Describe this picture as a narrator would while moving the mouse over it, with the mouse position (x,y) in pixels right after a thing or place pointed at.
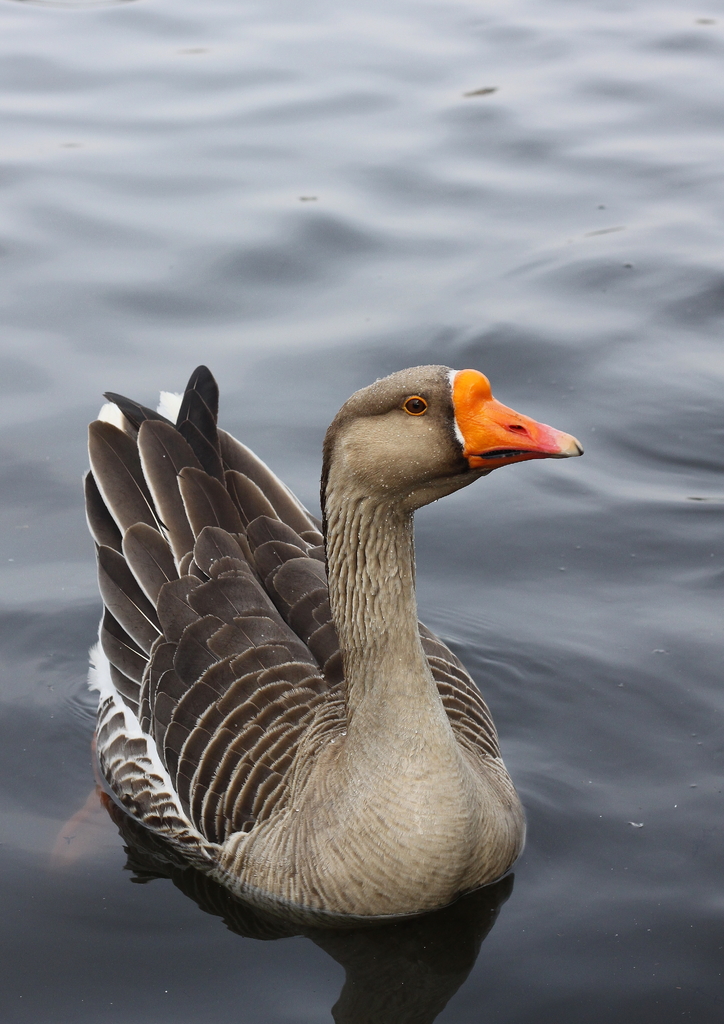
In the center of the image (369,409) we can see a goose (186,749) swimming in the river (203,980).
